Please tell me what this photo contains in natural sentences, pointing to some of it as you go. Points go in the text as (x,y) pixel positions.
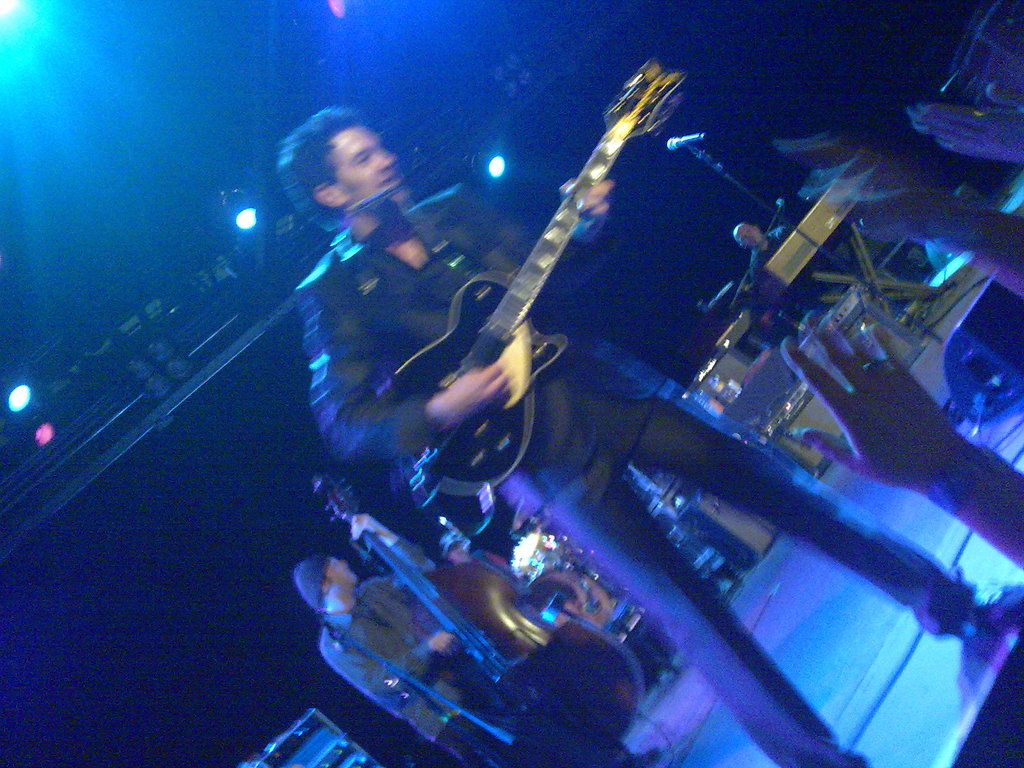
This picture is clicked in a musical concert. We see a man (360,339) with black blazer (330,318) and black pant (582,470) is holding guitar (507,283) in his hand (476,391) and playing it. Behind him, we see the other man (374,601) holding guitar (554,671) and playing it and on the right top (752,254), we see the other man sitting and playing keyboard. I think this is clicked in a program.
